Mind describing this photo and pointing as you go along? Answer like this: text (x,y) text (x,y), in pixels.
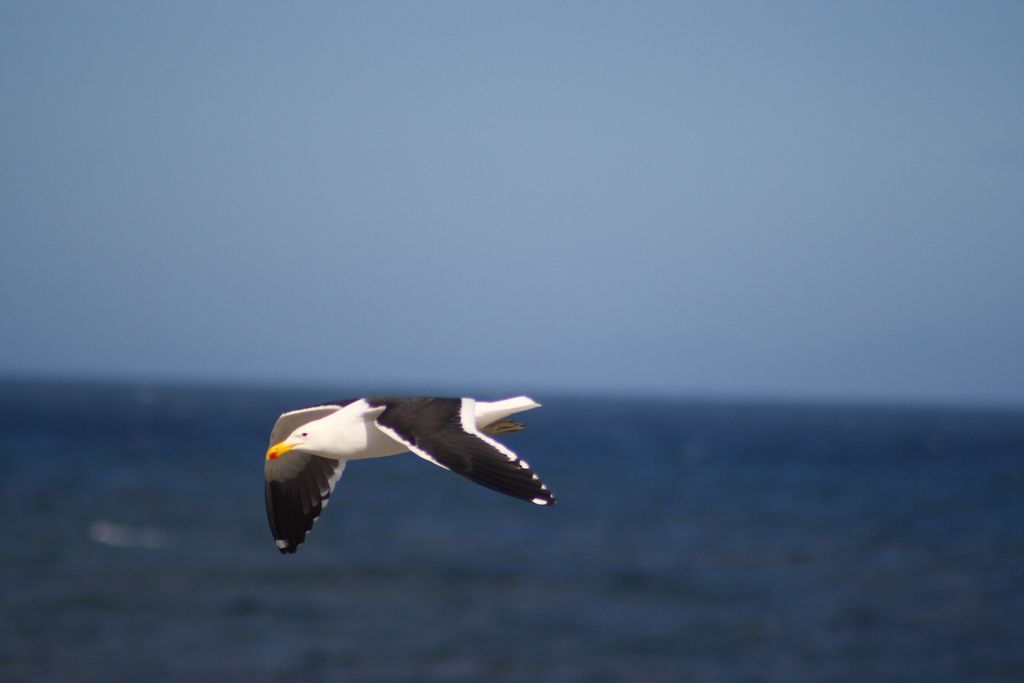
In this image, we can see a bird (356,437) is flying in the air (456,376). In the background (109,580), we can see the blur view, water (713,533) and sky (670,216).
